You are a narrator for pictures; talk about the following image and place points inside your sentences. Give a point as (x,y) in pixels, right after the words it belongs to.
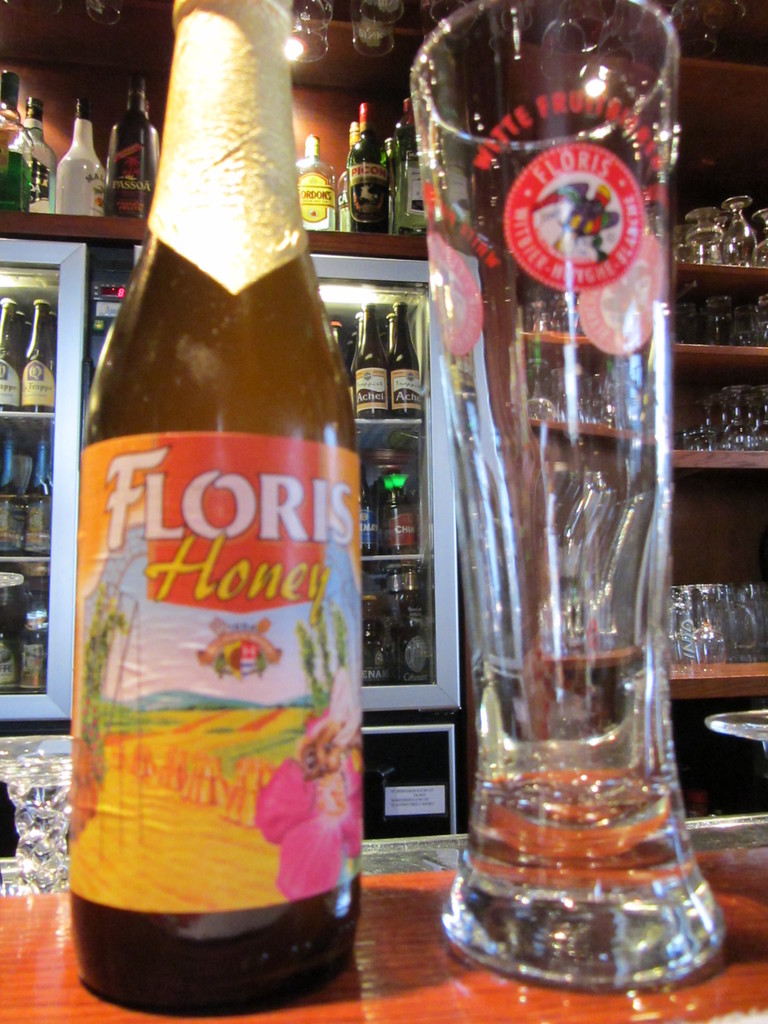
Here we can see a bottle (144,268) of beer (128,891) and a glass (428,138) present on a table (460,1017) and behind that we can see racks (721,143) full of alcohol (114,181) and glasses (749,611) present.
